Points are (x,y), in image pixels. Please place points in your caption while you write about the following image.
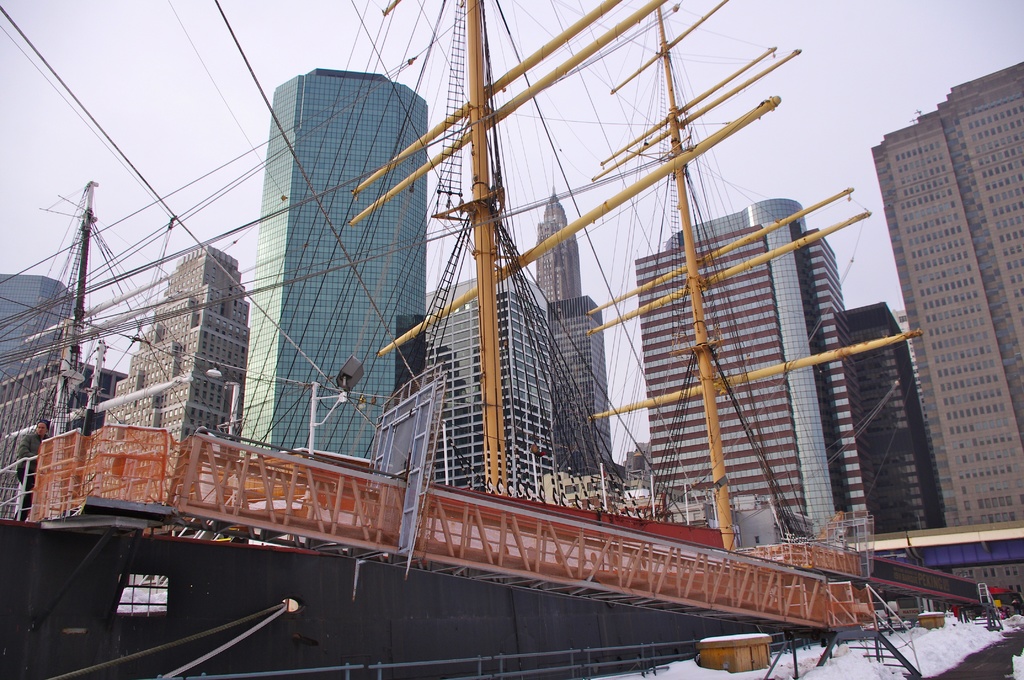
In this image we can see few buildings (796,270) and poles (475,183), there are two wooden boxes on the snow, also we can see some people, wires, windows (386,237), fence (182,466) and other objects (245,473), in the background (751,98) we can see the sky (755,54).
